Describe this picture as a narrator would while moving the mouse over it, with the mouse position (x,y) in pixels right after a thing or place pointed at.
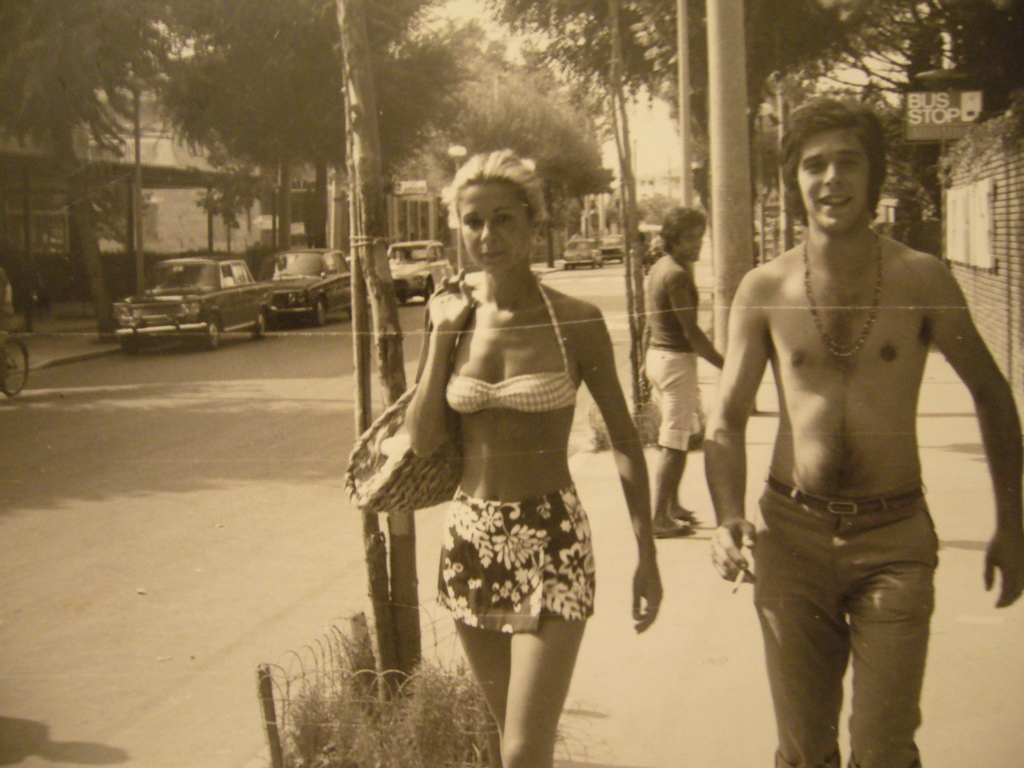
In the picture I can see a man (835,477) and a woman (486,310) walking on the side of the road (33,442). I can see a man (905,691) on the right side (791,617) is holding a cigarette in his right hand (737,567) and there is a smile on his face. I can see a woman (496,383) on the left side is holding a bag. There is another man (663,371) on the side of the road (606,294). I can see the cars (174,307) on the road (247,360). I can see the buildings (334,213) and trees (501,128). There is a bicycle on the left side (6,374).
